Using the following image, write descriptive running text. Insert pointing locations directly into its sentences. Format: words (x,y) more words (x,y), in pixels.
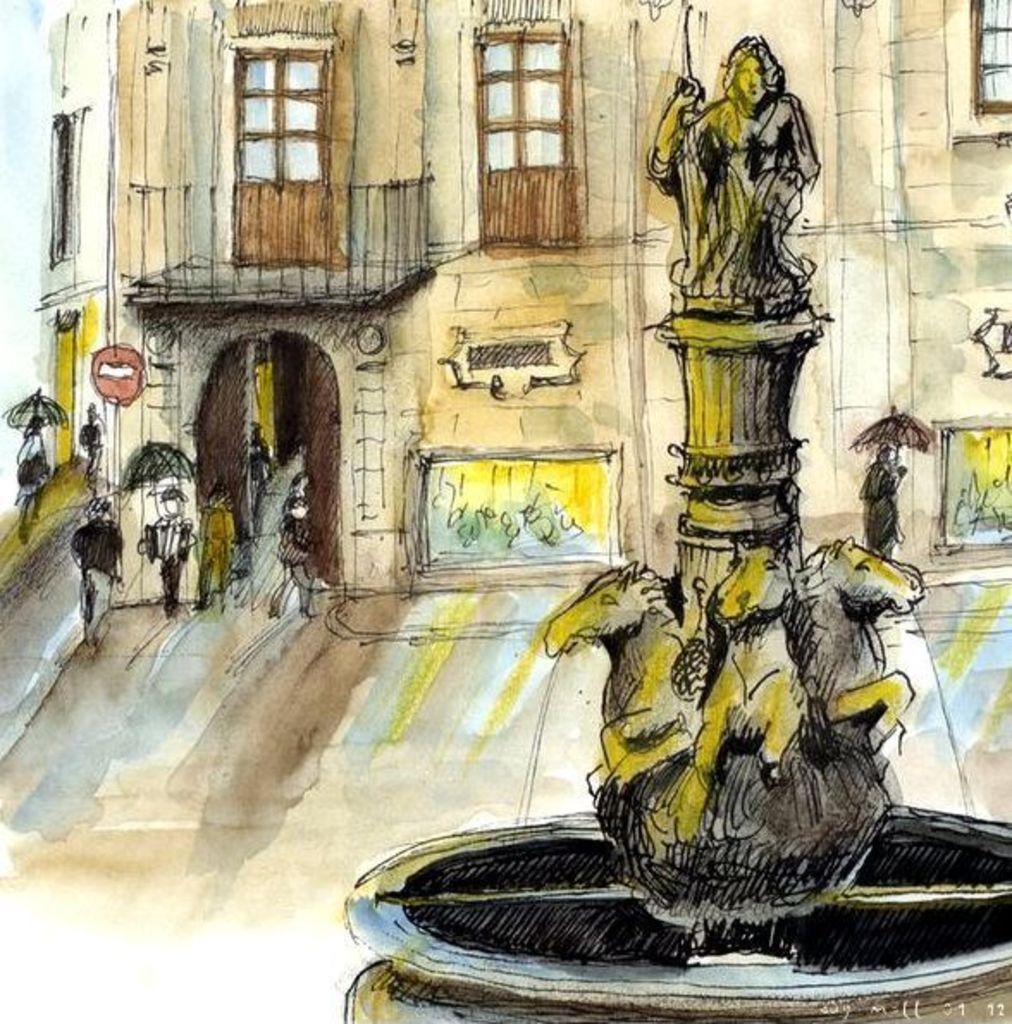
In this image I can see depiction picture where I can see few people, few sculptures (665,848) and few buildings (322,322).
